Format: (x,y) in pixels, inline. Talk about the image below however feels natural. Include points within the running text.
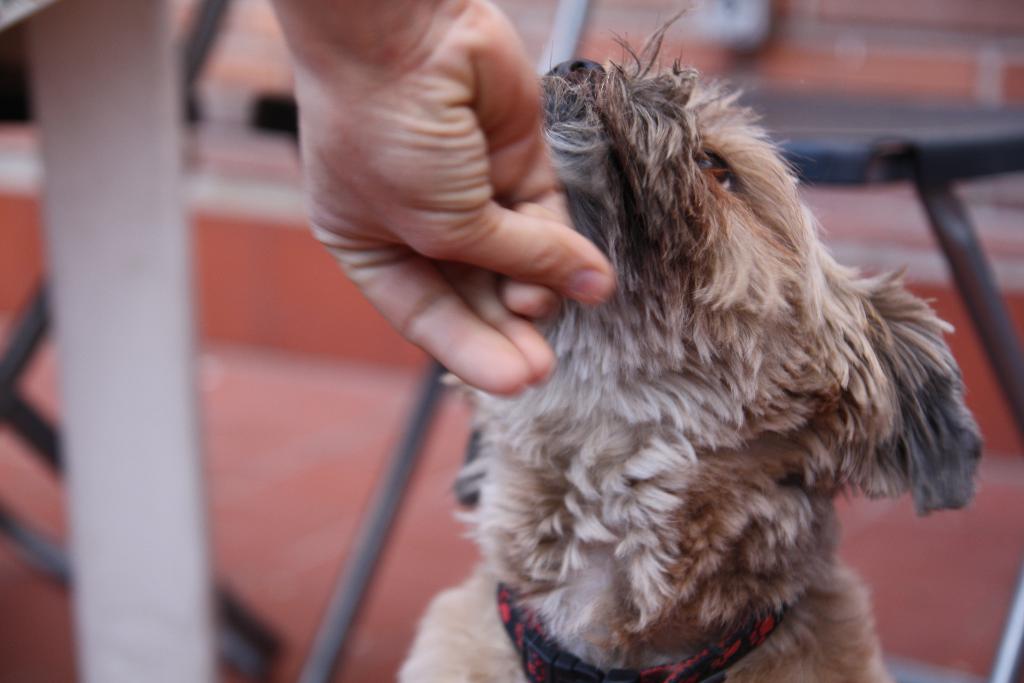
In this image there is a dog (631,160), there is a person's hand (444,58) towards the top of the image (435,125), there are chairs (870,148), there are stair case (807,66), the background of the image (932,600) is orange in color.
